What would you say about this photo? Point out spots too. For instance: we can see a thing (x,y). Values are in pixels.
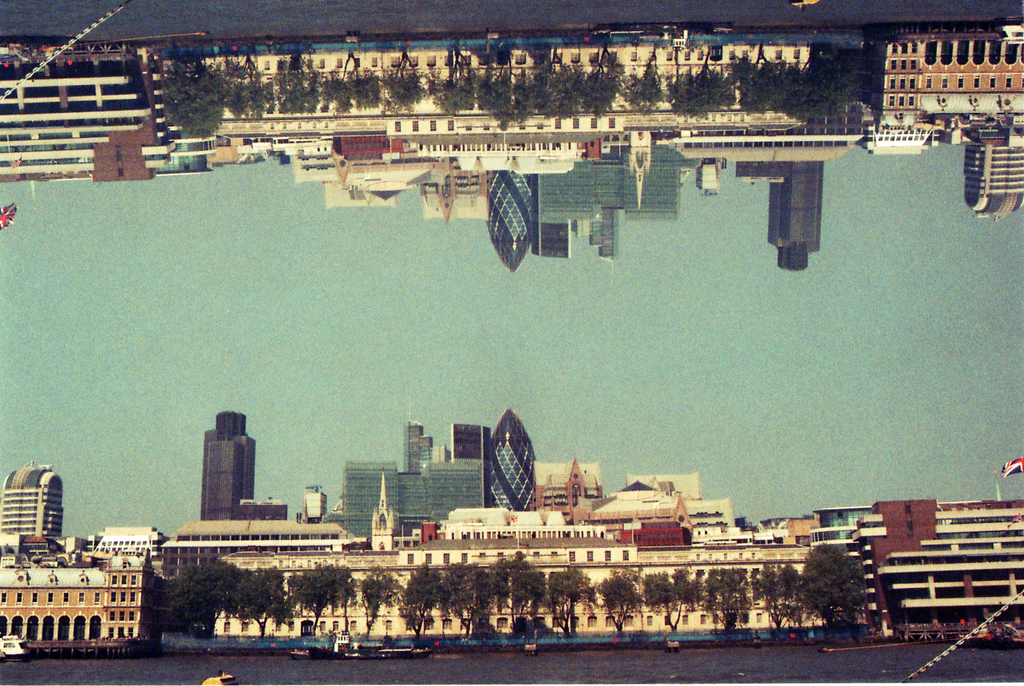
In this picture we can observe buildings (53,575). There are trees (206,609). We can observe water (282,667) on which there is a boat (357,650). In the background (522,370) there is a sky (600,379). We can observe the mirror image (281,119) of the below building (445,506) here.
